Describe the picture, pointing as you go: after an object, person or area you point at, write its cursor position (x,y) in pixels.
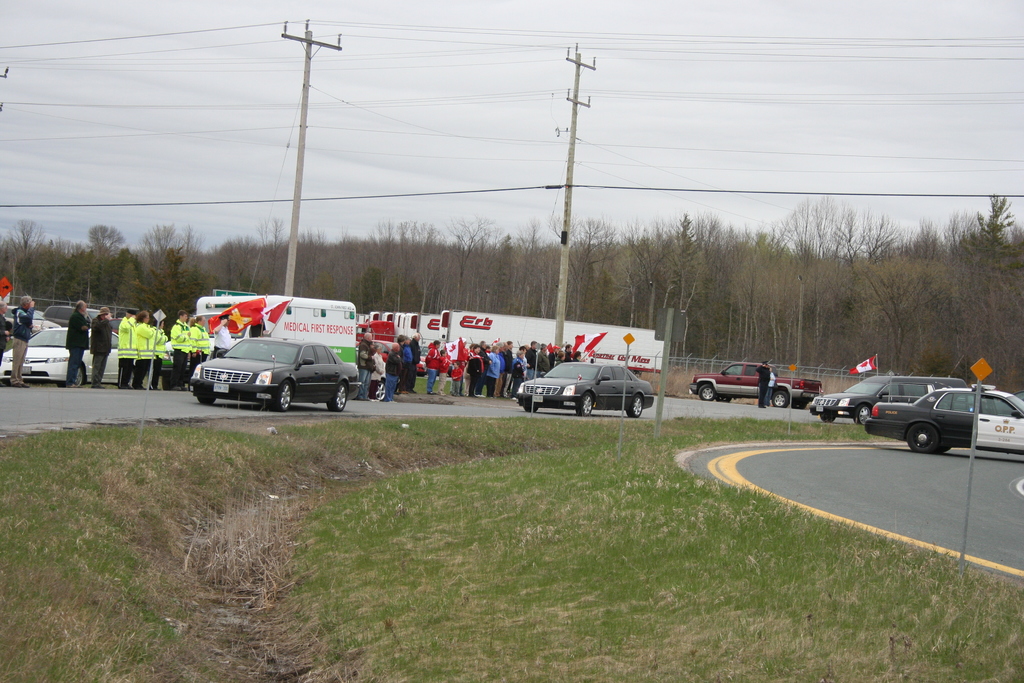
This picture is clicked outside the city. Here, we see many people (513,368) and police officers (193,350) are standing. Behind them, we see electric poles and wires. Behind that, there are many vans (206,299) parked in a lot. In the background (654,299), there are many trees (333,251). At the top of the picture (593,166), we see the sky (722,99) and at the bottom of the picture (323,593), we see the grass (315,579) and twigs (287,577).
